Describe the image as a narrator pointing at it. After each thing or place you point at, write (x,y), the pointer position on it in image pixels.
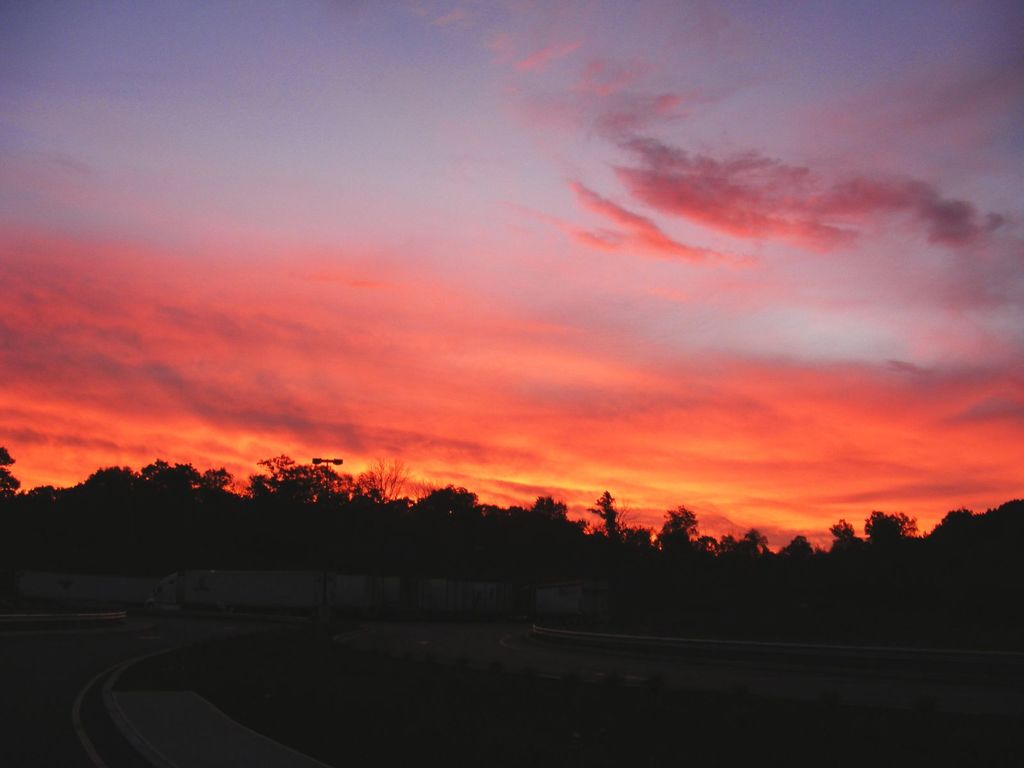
In the image there are many trees (531,579) in the background (297,511), it seems to be a road (855,685) in the front (415,638) and above its sky (573,301) with clouds (395,312).
